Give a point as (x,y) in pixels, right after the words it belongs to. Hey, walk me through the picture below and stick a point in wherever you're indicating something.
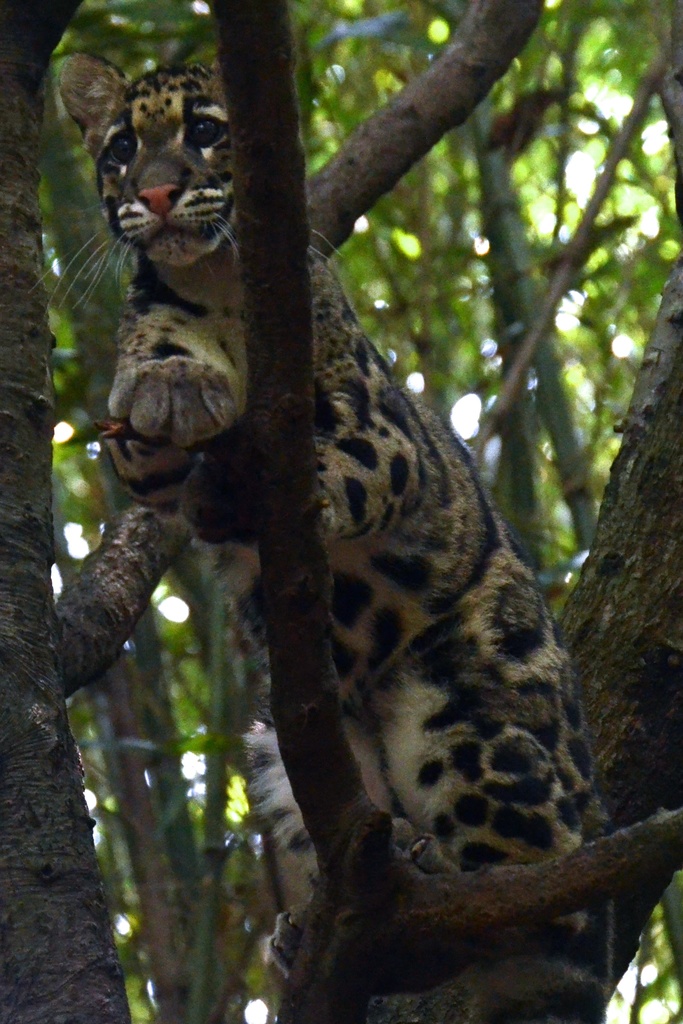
In this image, I can see an animal (333,526) on the branch (642,859) of a tree (650,787). This image taken, maybe in the forest (307,754).
